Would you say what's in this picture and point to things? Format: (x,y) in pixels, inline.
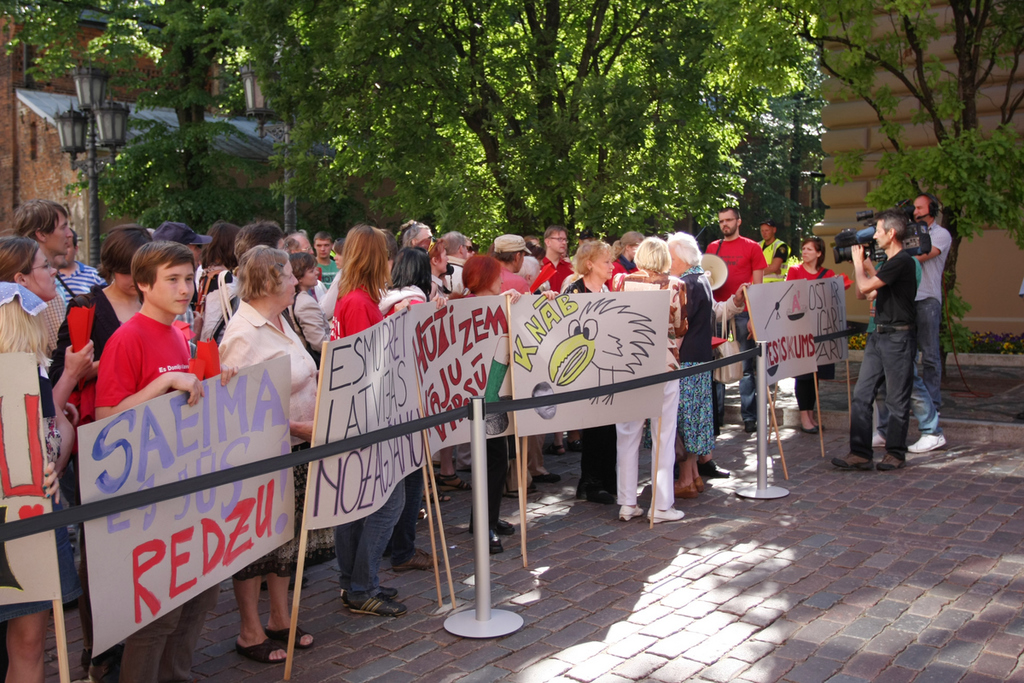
In the foreground of this image (614,635), there is a pavement (506,568), safety pole (496,407) and persons (145,289) holding placards (482,356), men (906,306) holding camera (867,251), light pole (92,117), trees (699,98) and the buildings (72,176).
